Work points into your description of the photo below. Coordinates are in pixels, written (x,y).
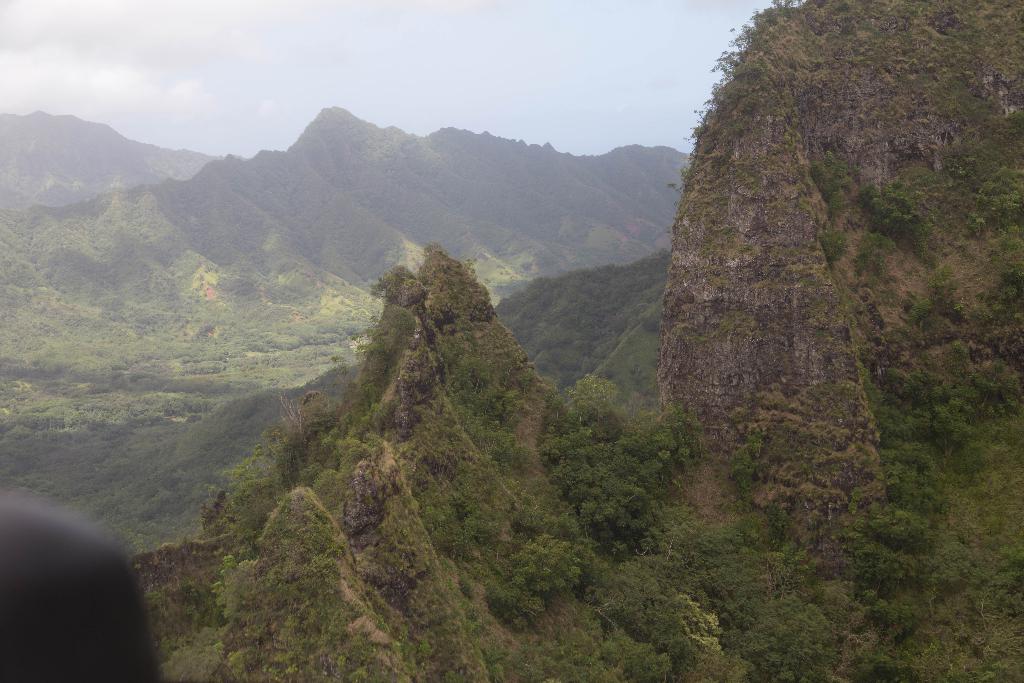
In this image I can see mountains (451,240), number of trees (883,204), clouds (75,22) and the sky (571,97). I can also see a black colour thing (55,522) on the bottom left side of this image (88,525).
